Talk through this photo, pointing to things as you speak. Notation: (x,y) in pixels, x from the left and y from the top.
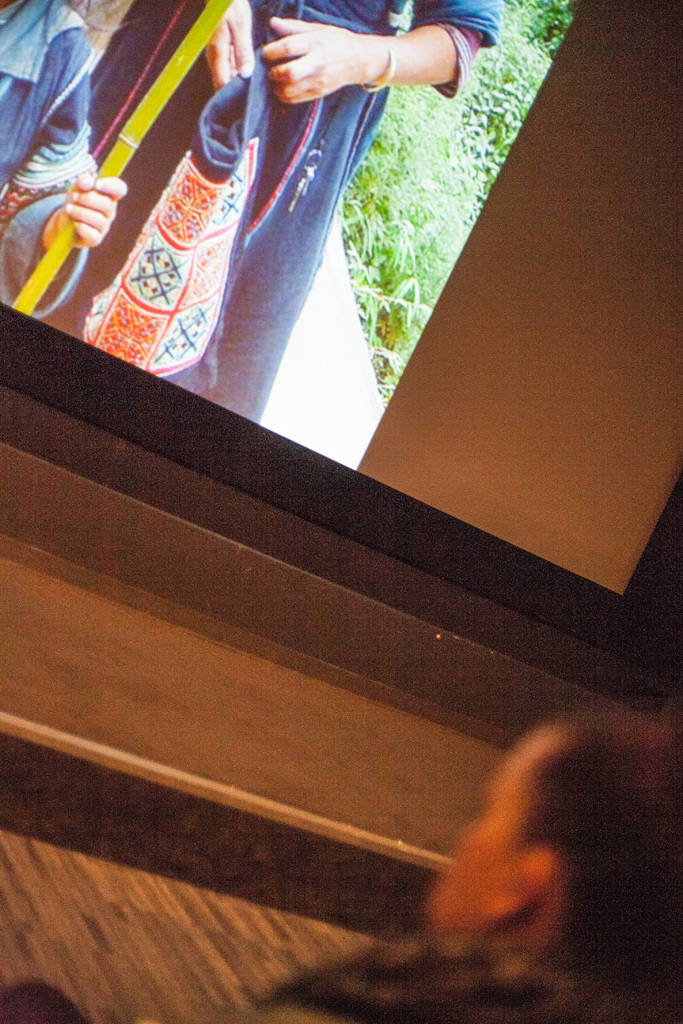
In this picture we can see there is a person (492,948) and behind the person (483,945) there is a projector screen (188,285) and on the screen (111,206) there are two people (358,155) and grass (441,133).
